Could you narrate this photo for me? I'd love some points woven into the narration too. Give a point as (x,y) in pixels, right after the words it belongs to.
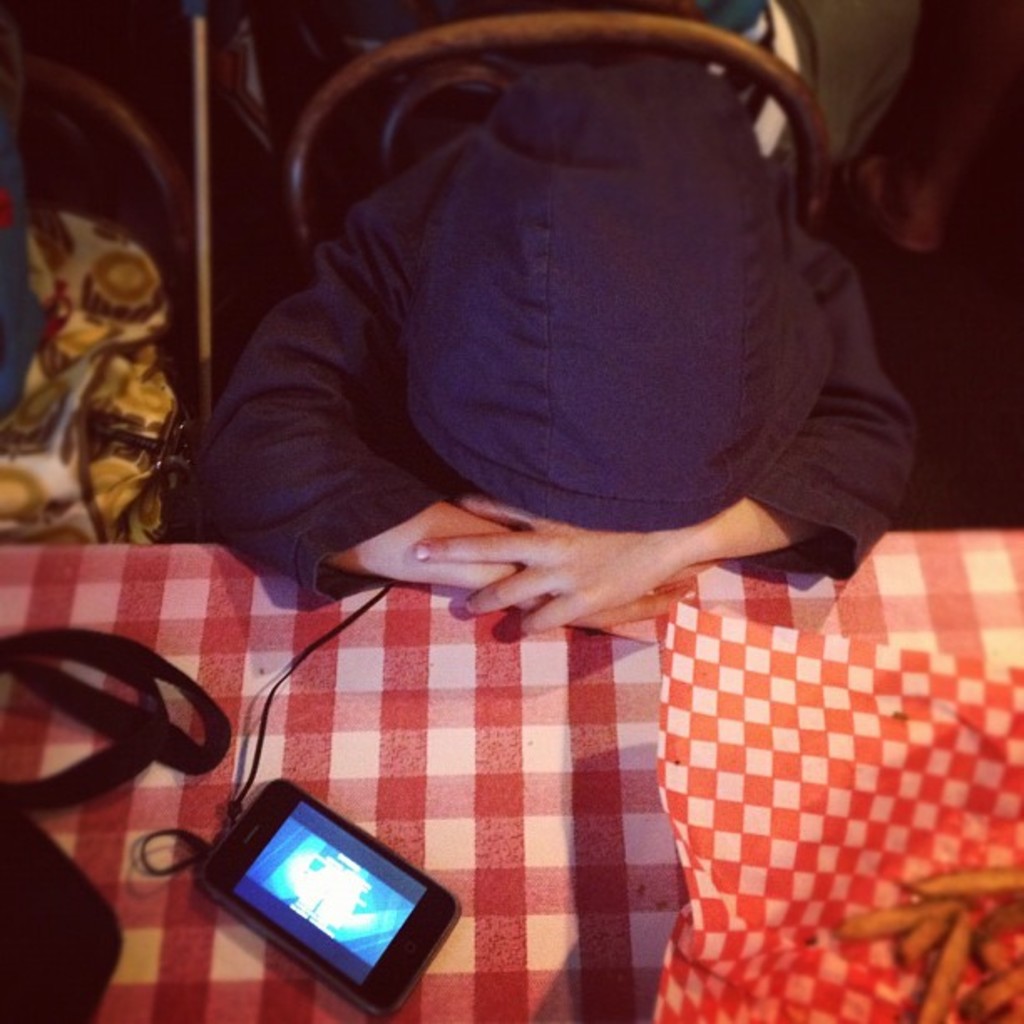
There is a person (564,297) wearing black jacket (610,340) and there is a table (540,790) in front of him which has a mobile phone (320,885), wire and some other objects (799,847) on it.
